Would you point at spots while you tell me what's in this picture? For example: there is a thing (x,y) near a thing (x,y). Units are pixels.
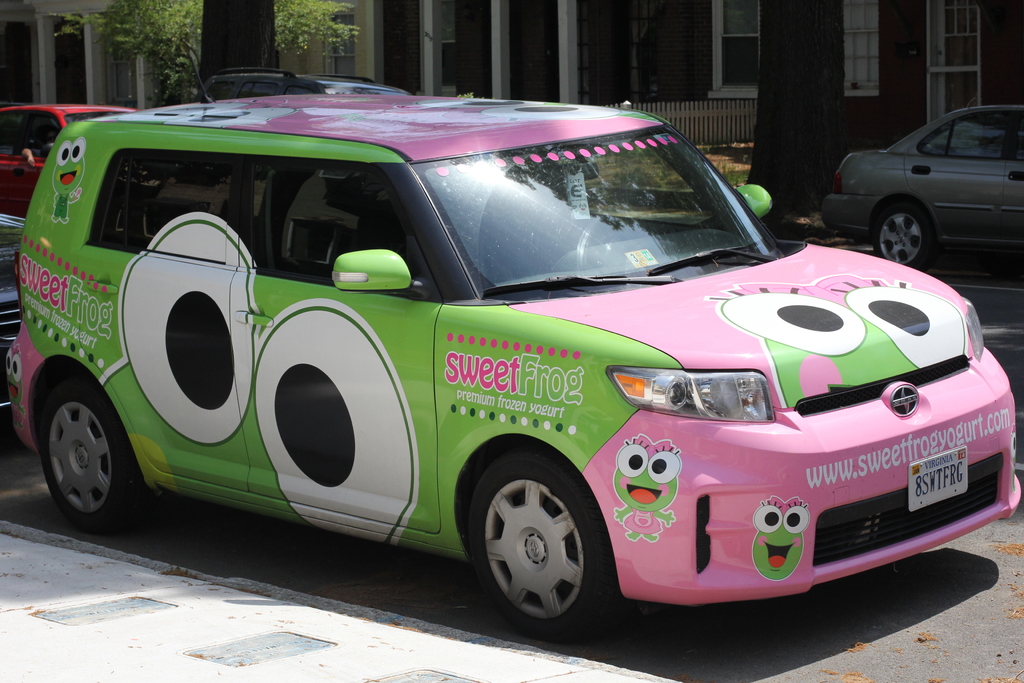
In this image in front there are cars (558,607) on the road (428,576). In the background of the image (676,118) there is a wooden fence (735,136). There is a tree (154,37) and there are buildings (865,56).
